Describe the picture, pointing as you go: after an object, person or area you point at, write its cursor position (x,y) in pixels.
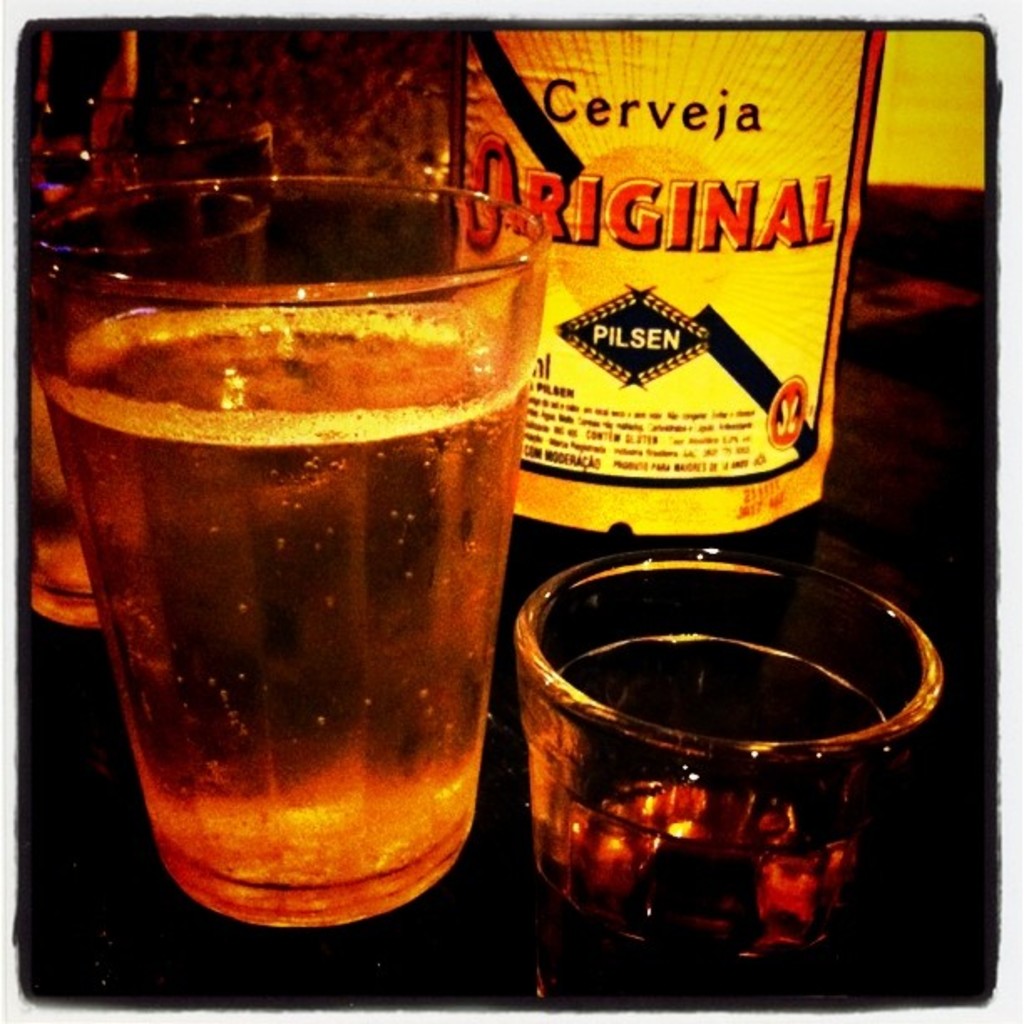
In this image we can see beverage (300,433) in glasses (426,719) and bottles (662,169) placed on the table (65,951).
